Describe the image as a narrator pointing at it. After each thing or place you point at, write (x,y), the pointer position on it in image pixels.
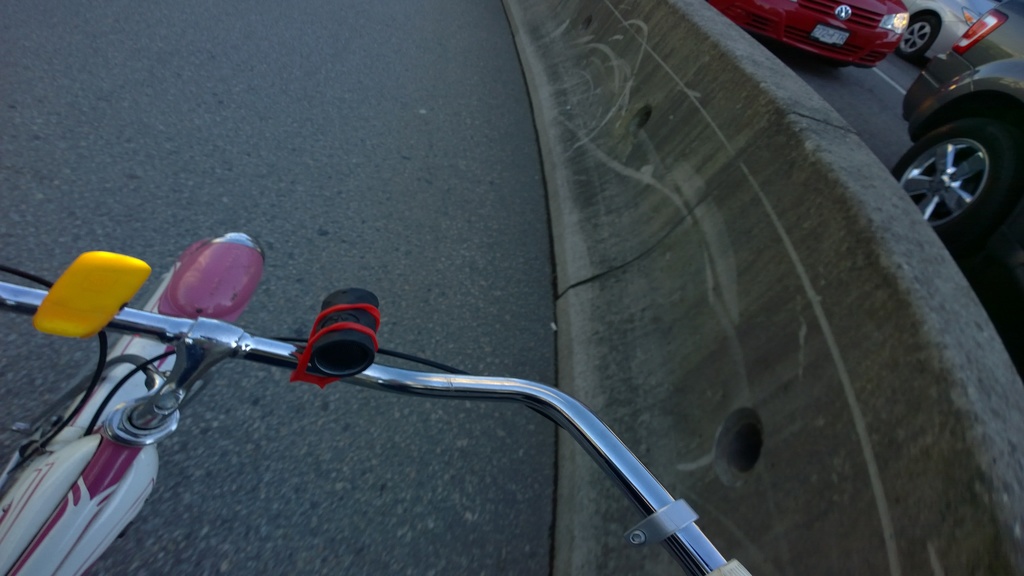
In this image I can see at the bottom (594,411) it is the handle (9,287) of a cycle (24,275). On the right side (1016,103) few vehicles (969,32) are moving on the road (867,116), in the middle (599,362) it is the divider (556,303).
